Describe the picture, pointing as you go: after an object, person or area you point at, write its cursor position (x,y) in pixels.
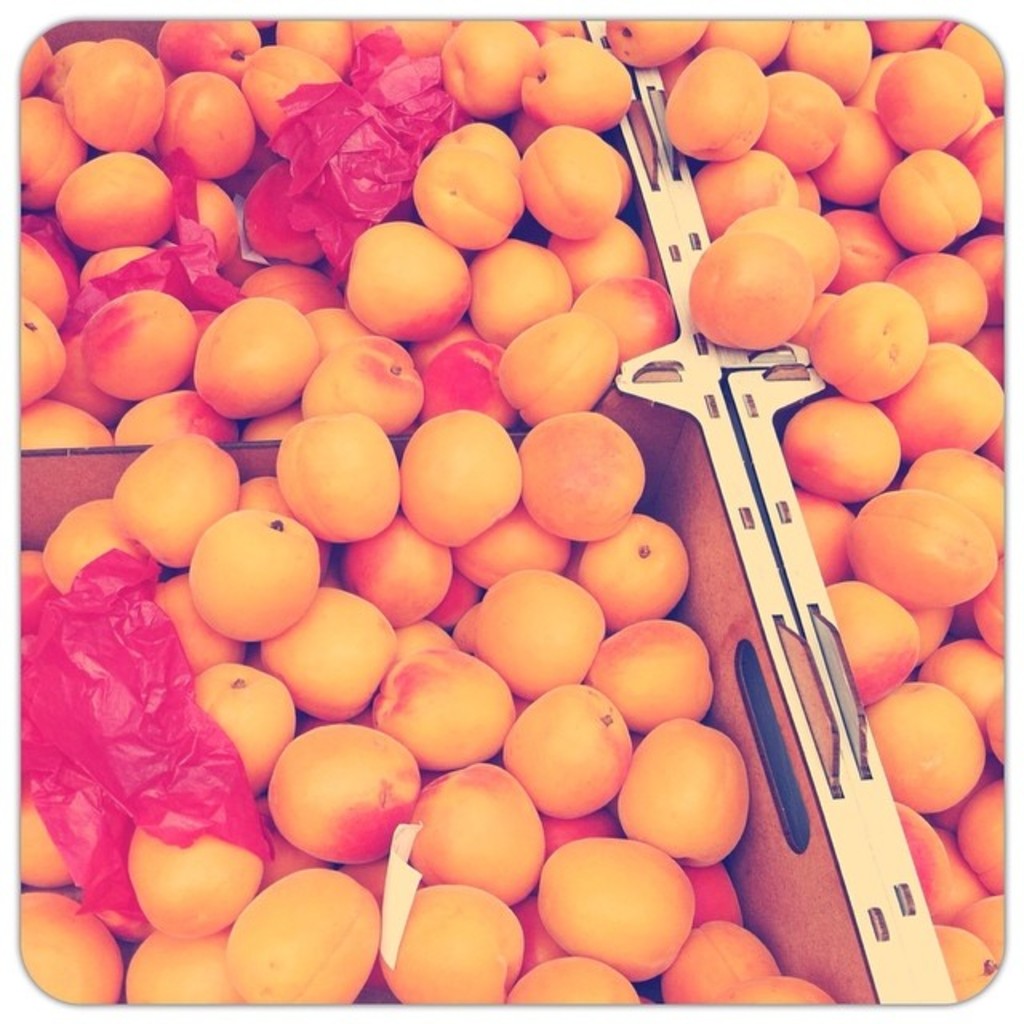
There are fruits (574,158) arranged along with red color covers (130,733) in the boxes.
